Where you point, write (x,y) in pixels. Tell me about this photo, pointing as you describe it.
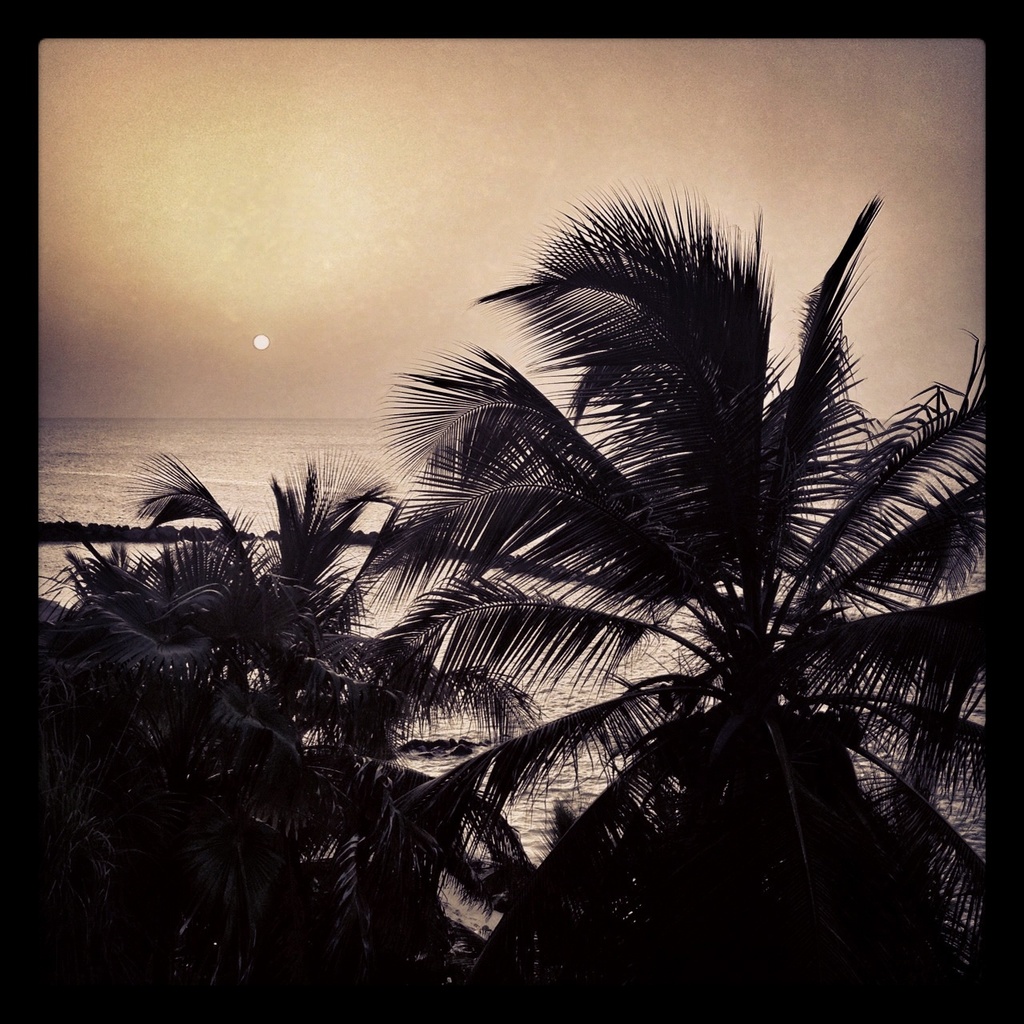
In the background (822,167) we can see the sky (584,140) and the sun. In this picture we can see the trees (158,465) and the sea (891,742). Borders (245,0) of the picture are in black color.
